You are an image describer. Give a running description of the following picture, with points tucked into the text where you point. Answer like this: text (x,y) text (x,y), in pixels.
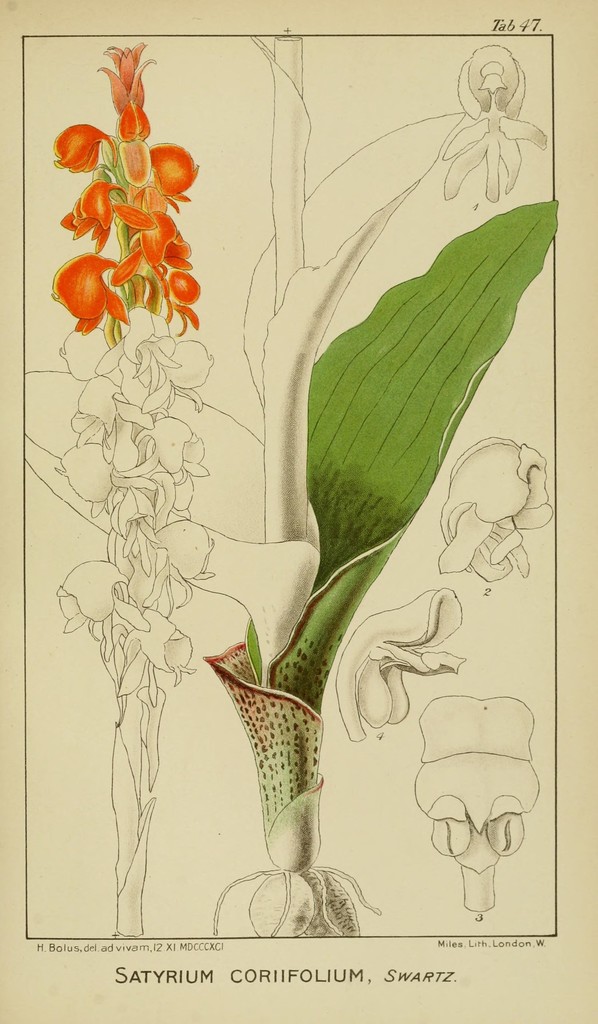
In this image we can see a picture (427,898). In the picture (233,652) there are the images of plants (95,198).
